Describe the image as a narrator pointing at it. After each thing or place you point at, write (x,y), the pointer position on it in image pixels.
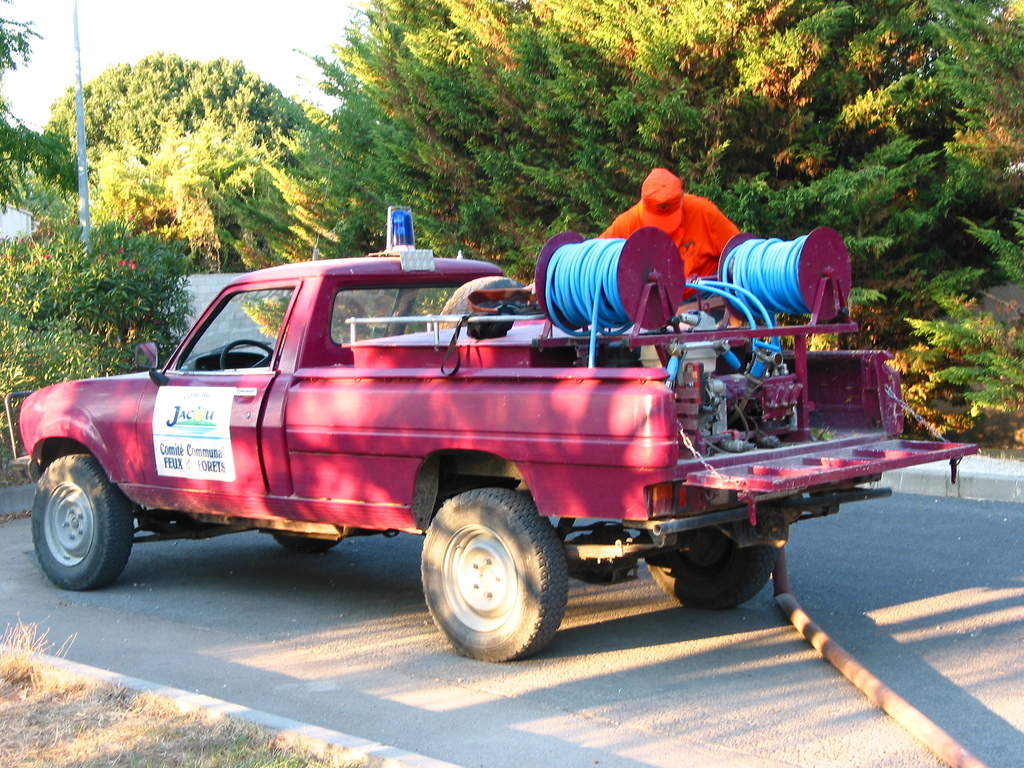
There is a person (656,203) in orange color dress (685,203) standing on the truck (312,466) of a vehicle (492,387) which is on the road (496,684). And this vehicle (674,380) is having blue color pipes (751,281). There is pipe (917,711) on the road (803,596) near this vehicle (764,554). On the left side (204,723), there's grass (65,710) on the ground (252,767). In the background (60,312), there are plants (15,305), trees (398,124) and there is sky (50,12).
